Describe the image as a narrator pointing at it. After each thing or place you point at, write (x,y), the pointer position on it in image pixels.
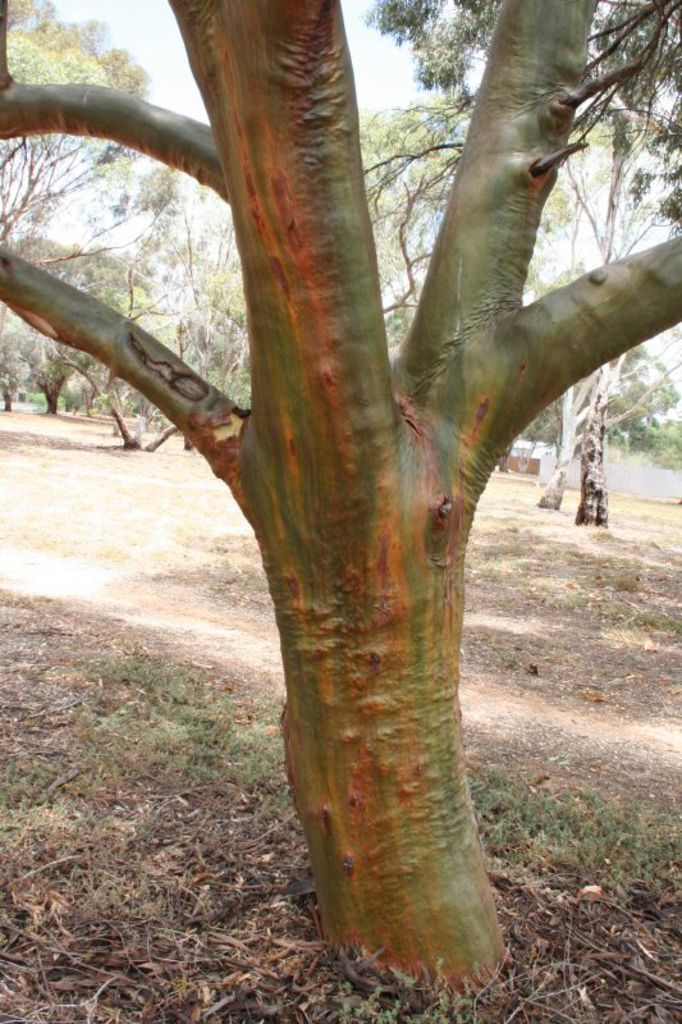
In the picture we can see a tree trunk (555,136) on the ground surface (580,877) with some dried grass (229,969) and far from it, we can see many trees (44,362) and a part of the sky (157,66).
